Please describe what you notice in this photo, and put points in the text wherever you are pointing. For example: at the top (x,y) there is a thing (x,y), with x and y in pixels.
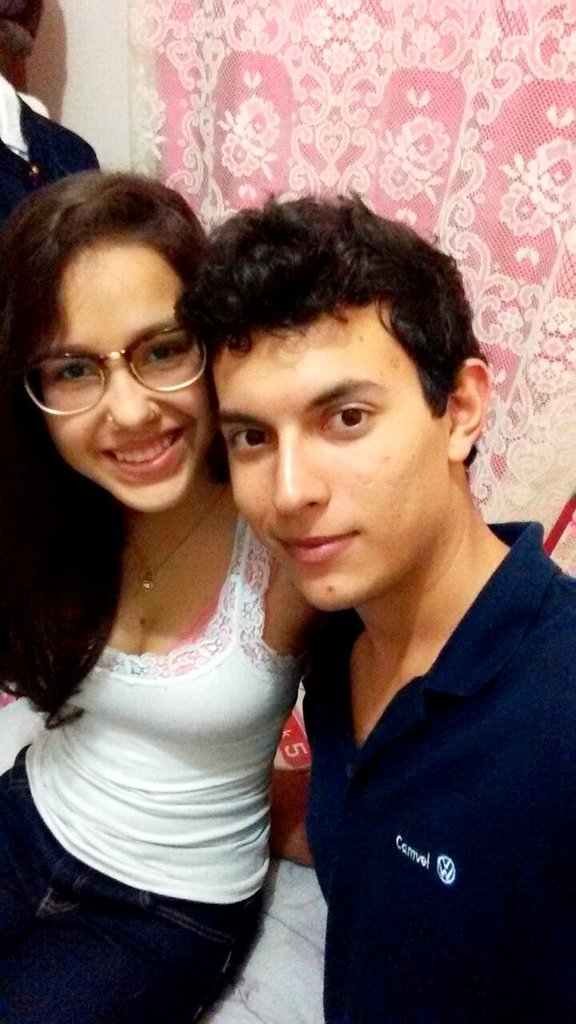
In this image I can see two persons (394,552) backside of persons (407,737) I can see a curtain (278,99).
